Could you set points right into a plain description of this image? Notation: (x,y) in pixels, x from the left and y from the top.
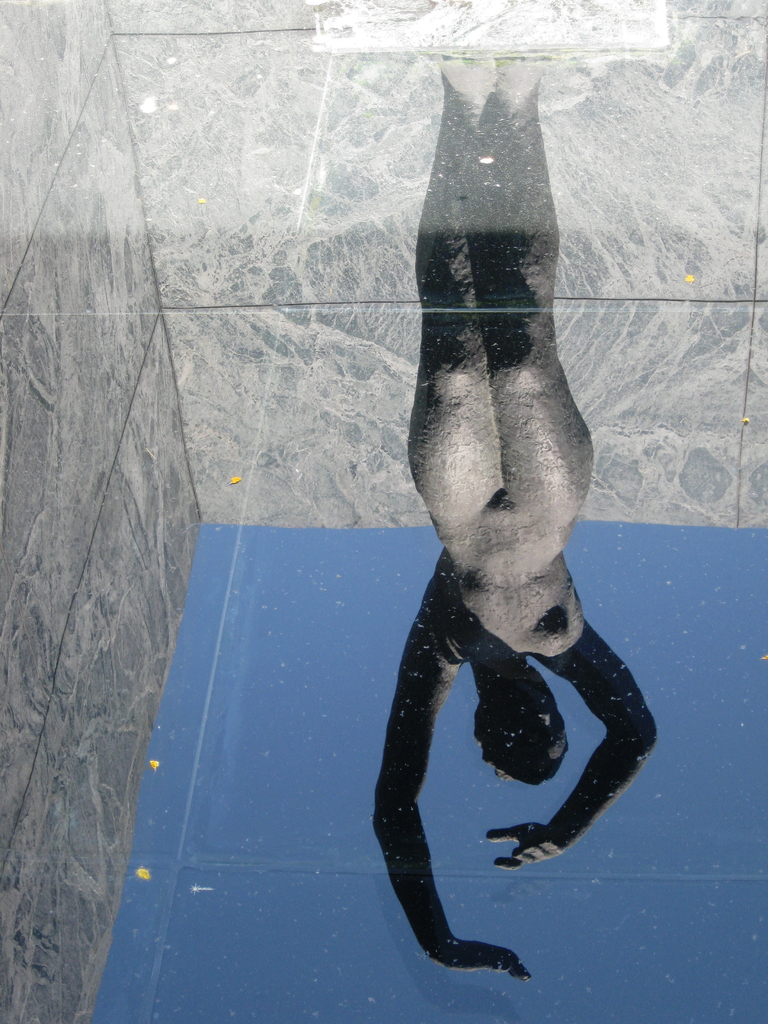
In this picture we can see water (741,602), in water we can see a statue of a person (472,468), wall (253,504) and sky (278,767).
